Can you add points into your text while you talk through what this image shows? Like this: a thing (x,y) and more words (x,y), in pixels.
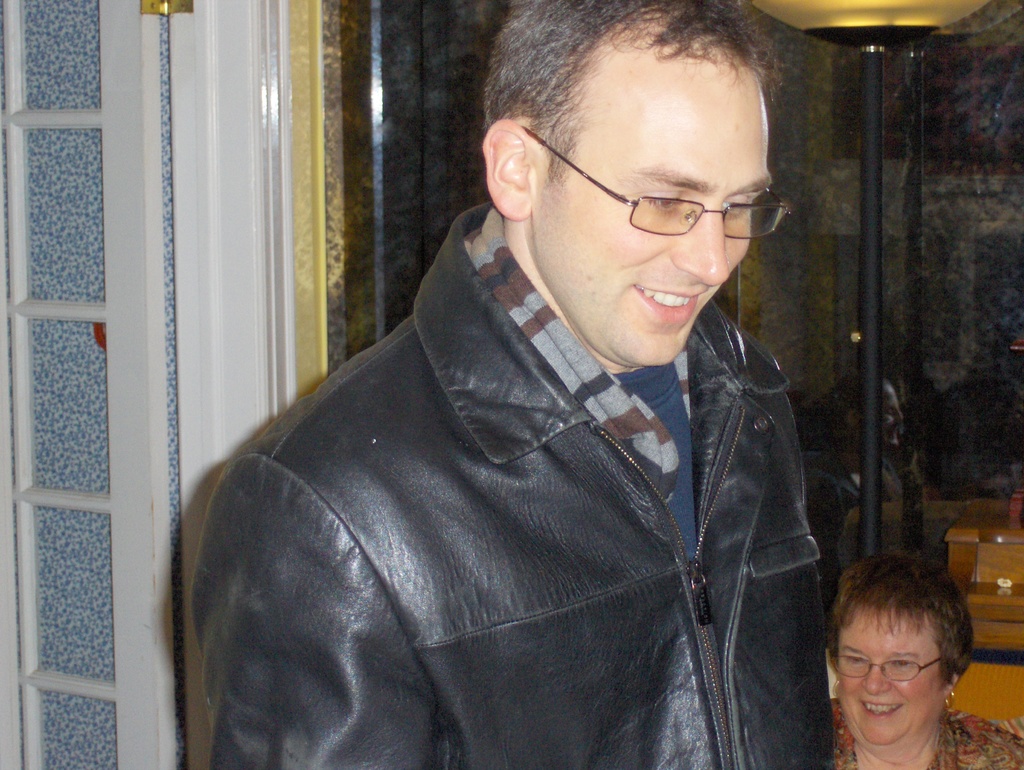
On the left side (64,522), there is a door (60,502). In the middle of this image (511,394), there is a person (626,424) in a jacket (695,414), smiling. On the right side (878,712), there is a woman (889,619), smiling. In the background (853,78), there is a pole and a wall (941,188).
